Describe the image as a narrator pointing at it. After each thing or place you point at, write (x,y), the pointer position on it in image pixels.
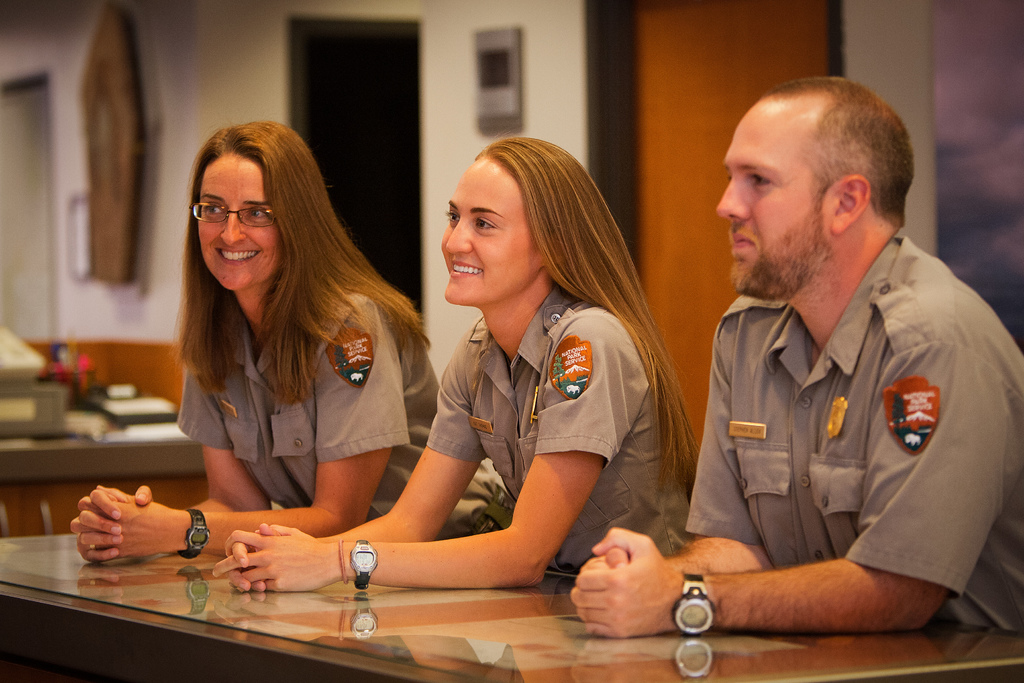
In the foreground of the picture (498,317) we can see two women (648,401), man (865,401) and a table (189,638). The background (920,99) is blurred. In the background (503,73) we can see a wall (549,75), frame (102,120), table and various objects (87,367).
